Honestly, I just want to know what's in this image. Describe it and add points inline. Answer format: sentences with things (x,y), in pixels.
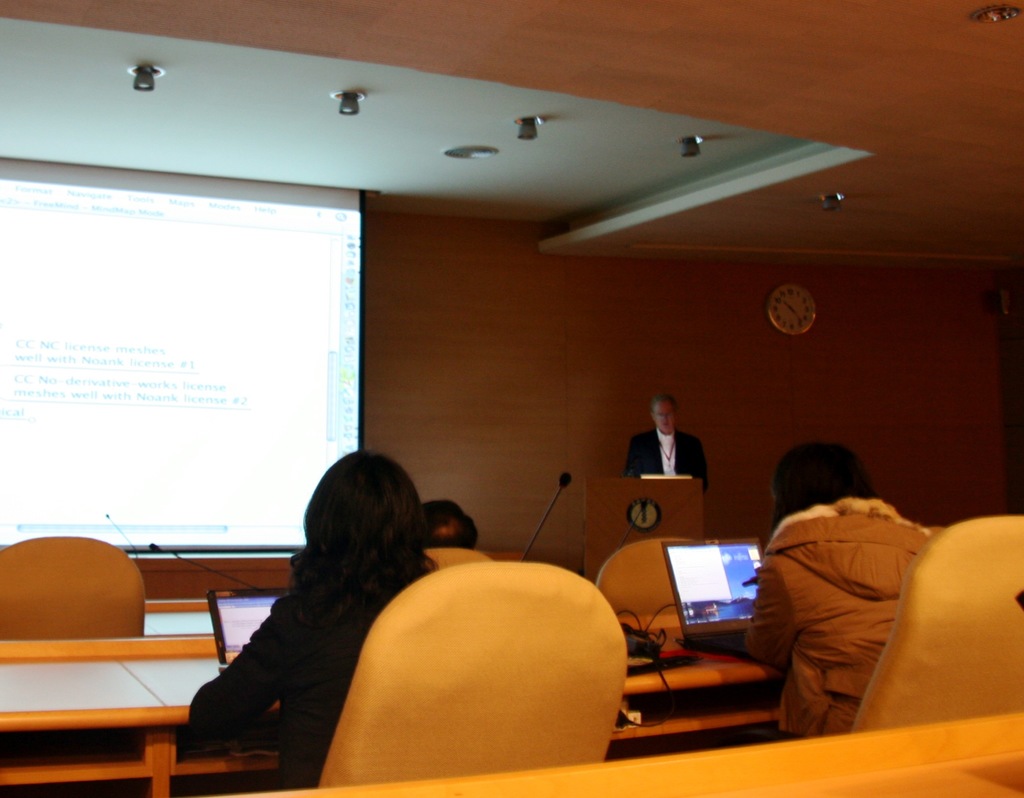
This image is taken inside a room (278,509). There are four people (803,523) in this room (565,576). At the bottom of the image (500,704) there is a table (159,792) and chairs (488,687). In the right side of the image (804,453) a person (875,650) is sitting on a chair (953,613). In the middle of the image (389,517) a woman (353,623) is sitting on a chair (432,636). At the background (15,267) there is a wall (987,413) and projector screen (168,431) on it, a man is standing behind a podium (662,500). At the top of the image (768,44) there is a ceiling (682,70) with lights (468,147).
